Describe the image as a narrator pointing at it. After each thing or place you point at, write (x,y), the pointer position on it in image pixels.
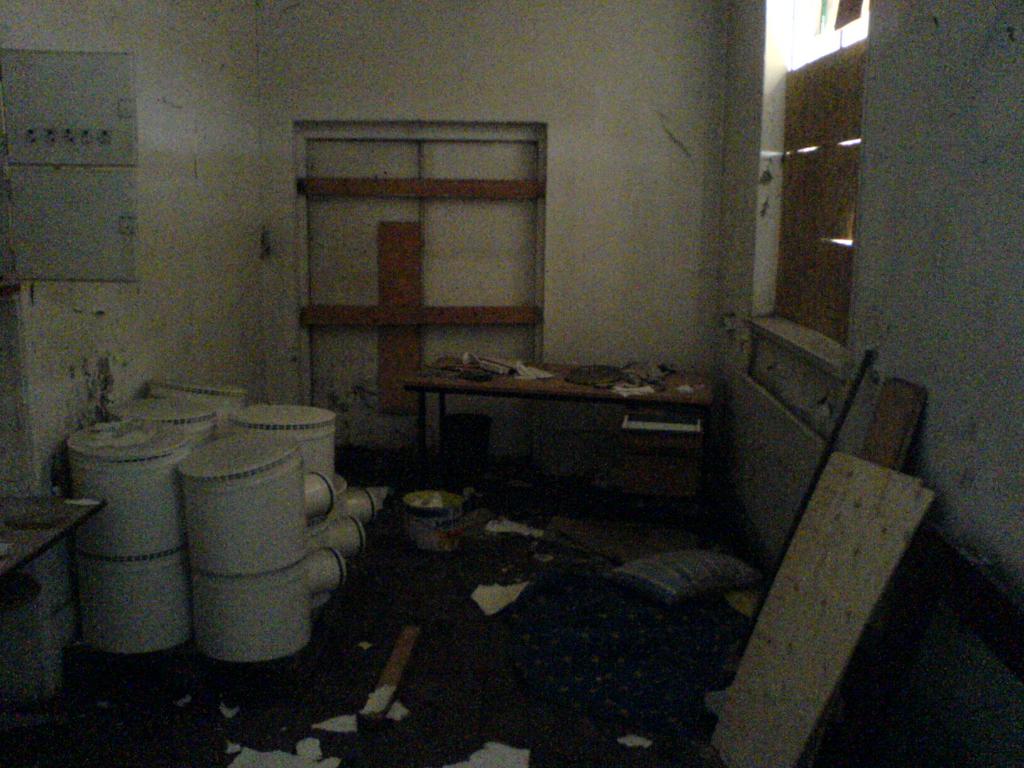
In this picture I can see few boxes (126,481) and couple of tables (529,378) and I can see wooden planks (752,637) and a pillow (707,558) and few papers (313,752) on the floor (234,731).
